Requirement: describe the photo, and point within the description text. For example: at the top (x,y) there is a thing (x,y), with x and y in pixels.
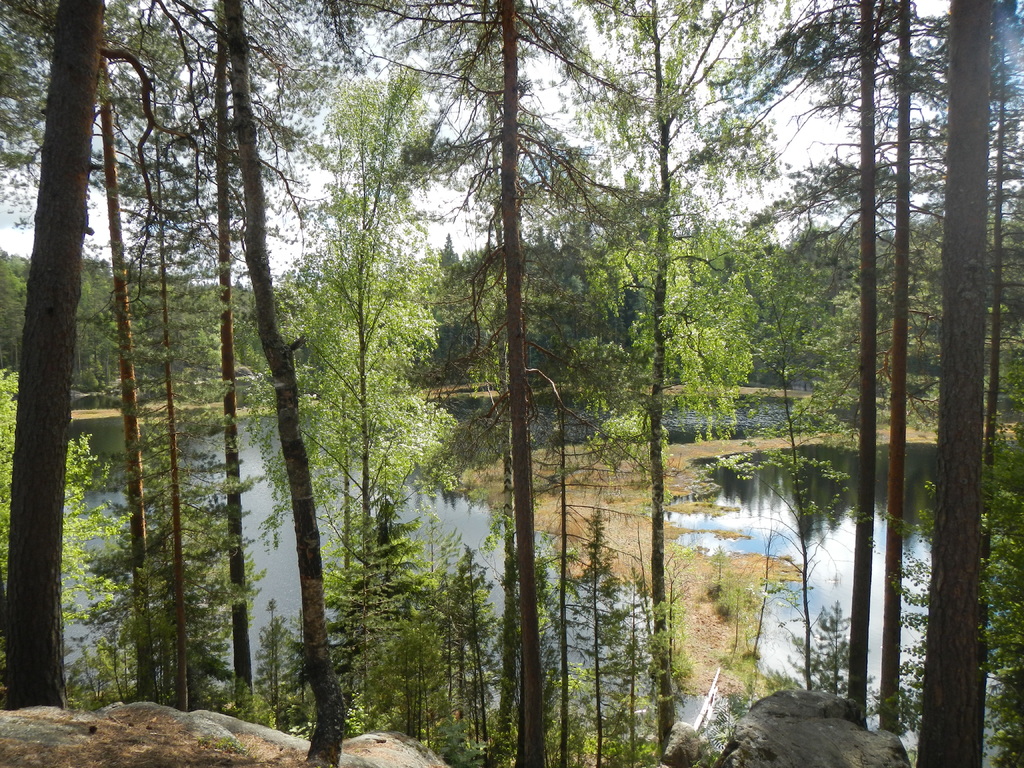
In the foreground of the image (101,530) we can see rocks (808,748), trees (305,570) and water body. In the middle of the image (423,478) we can see trees (313,297) and water body (569,410). On the top of the image (584,56) we can see trees (446,64) and some part of the sky (313,43).
